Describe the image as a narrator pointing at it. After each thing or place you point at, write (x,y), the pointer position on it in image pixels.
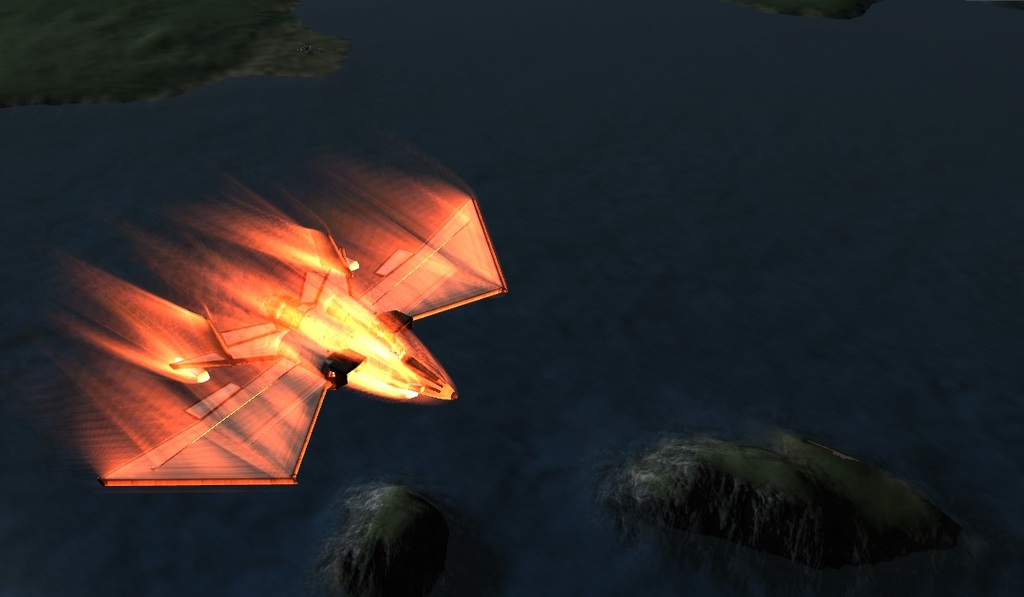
In this image can see an animated picture of an airplane (332,300).
